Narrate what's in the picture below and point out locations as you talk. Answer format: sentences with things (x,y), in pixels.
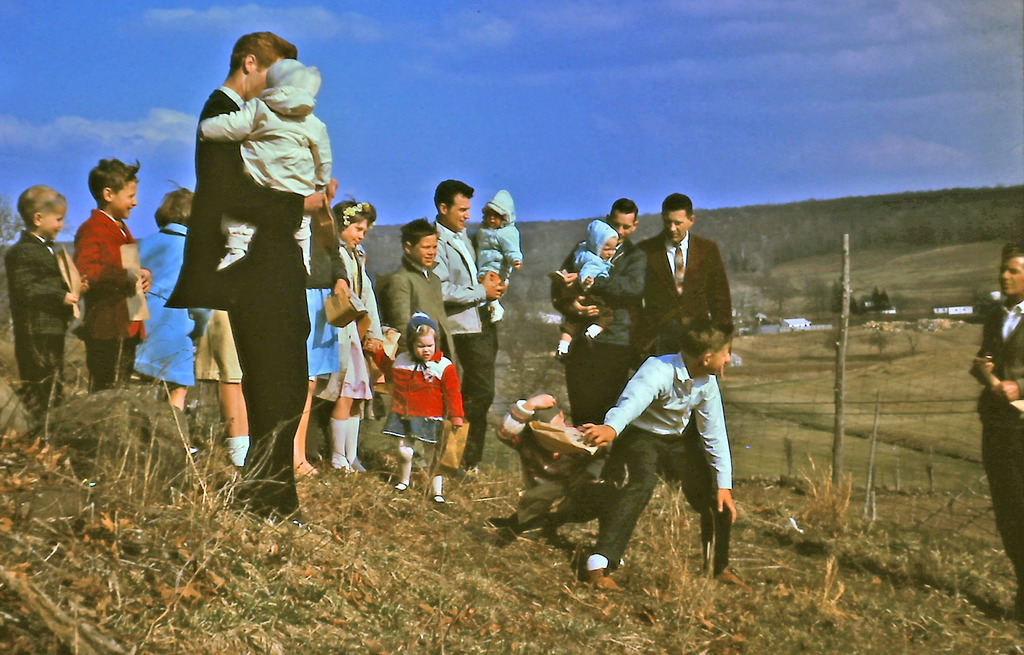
In this image we can see few persons (448,384) are standing on the ground (406,541) and among them few persons (444,212) are holding kids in their hands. In the background (772,314) we can see houses (805,319), trees (736,230) on the hills (904,304) and clouds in the sky (651,204).
